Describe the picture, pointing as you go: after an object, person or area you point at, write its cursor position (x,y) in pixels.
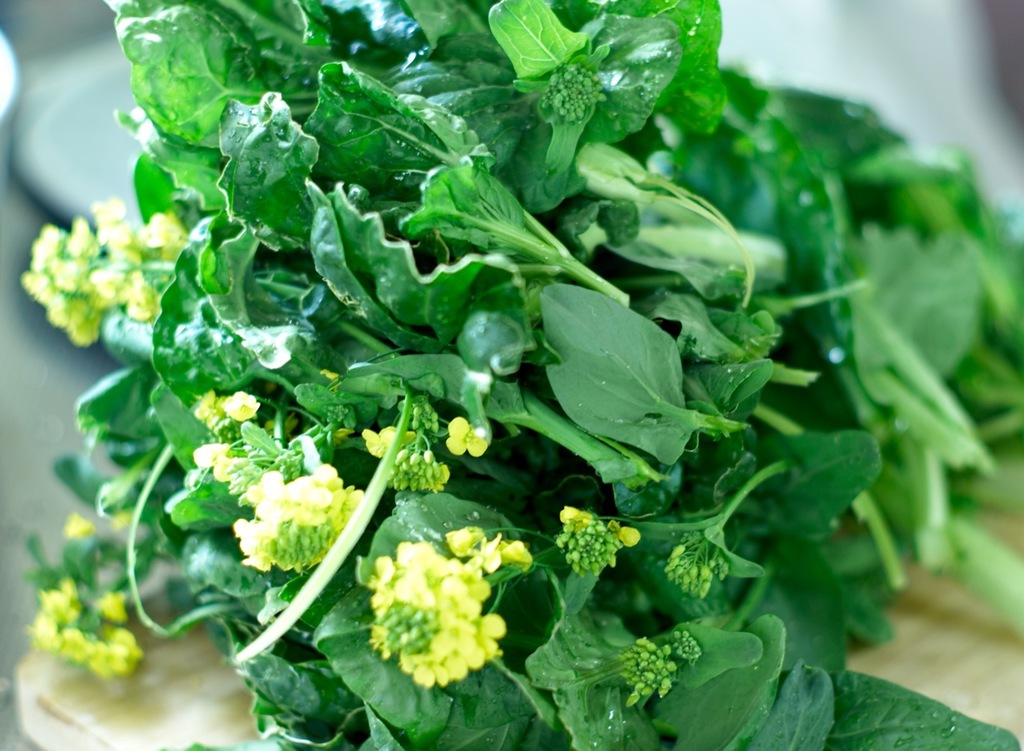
In this Image I can see green colour leaves (627,347) and yellow colour buds (80,253). I can also see this image is little bit blurry from background (87,29).
